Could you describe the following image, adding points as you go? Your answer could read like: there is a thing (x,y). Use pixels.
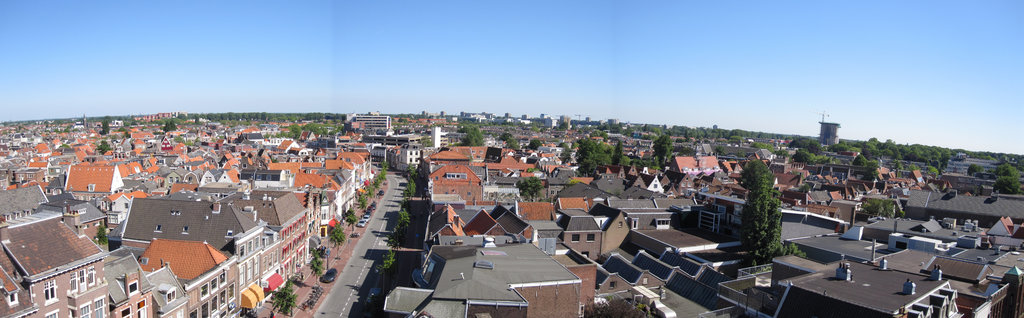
In this picture, there are houses (240,211) with roof tiles (464,228). In the center (379,209), there is a road (388,184). In between the houses (245,179), there are trees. On the top (517,54), there is a sky (509,81).
